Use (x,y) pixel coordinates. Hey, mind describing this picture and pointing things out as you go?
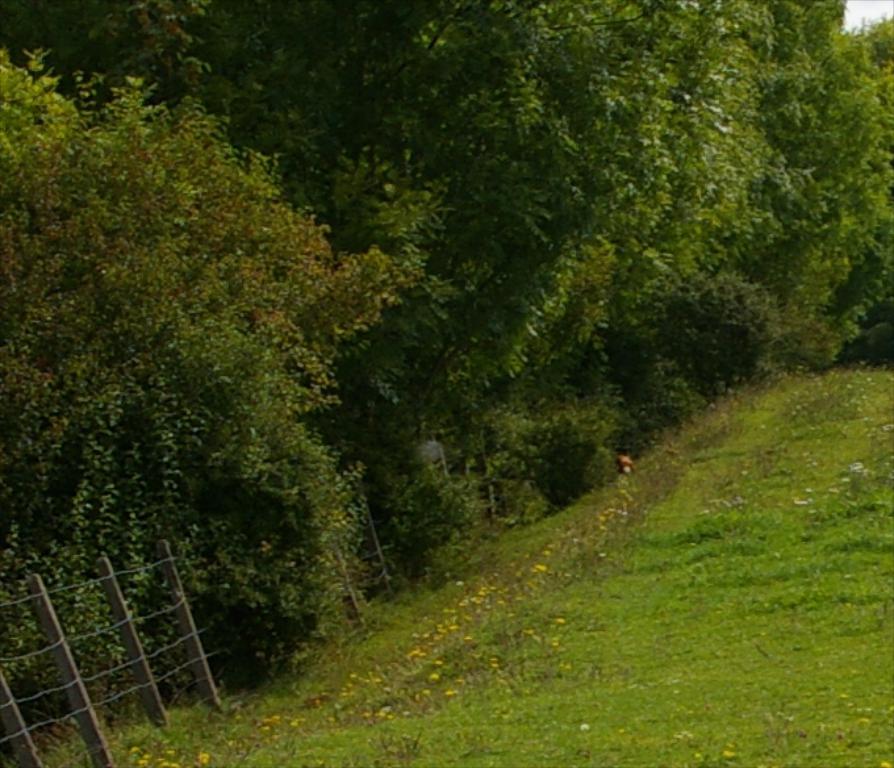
In this image I can see on the left side (31,698) there is an iron fencing (68,717) and there are trees (754,161). At the bottom (459,601) there flower plants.
